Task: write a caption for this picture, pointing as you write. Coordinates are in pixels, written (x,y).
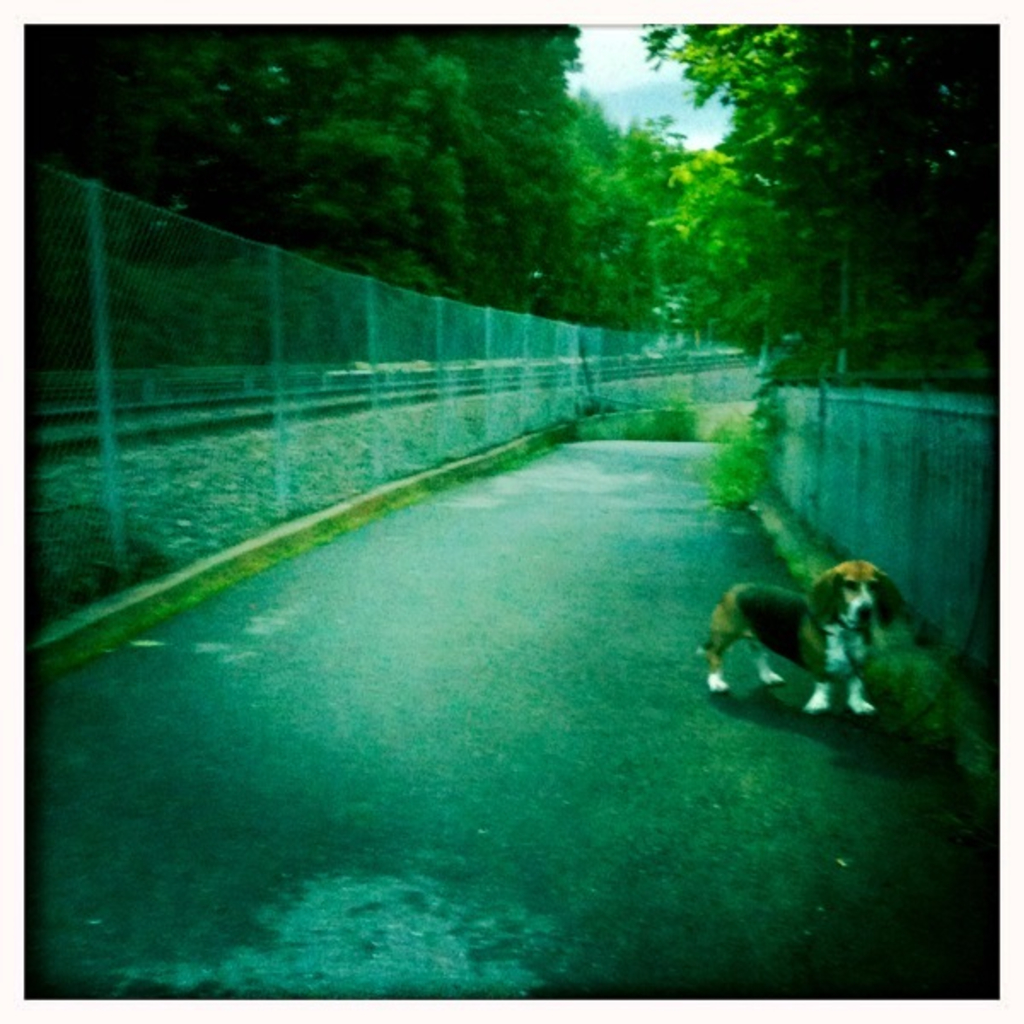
In this image in the front (734,645) there is dog (810,627) standing on the road (792,676). On the left side (215,394) there is a fence (437,408) and there are stones (226,447). On the right side (867,434) there is a wall (828,456). In the background (723,209) there are trees (637,209).
